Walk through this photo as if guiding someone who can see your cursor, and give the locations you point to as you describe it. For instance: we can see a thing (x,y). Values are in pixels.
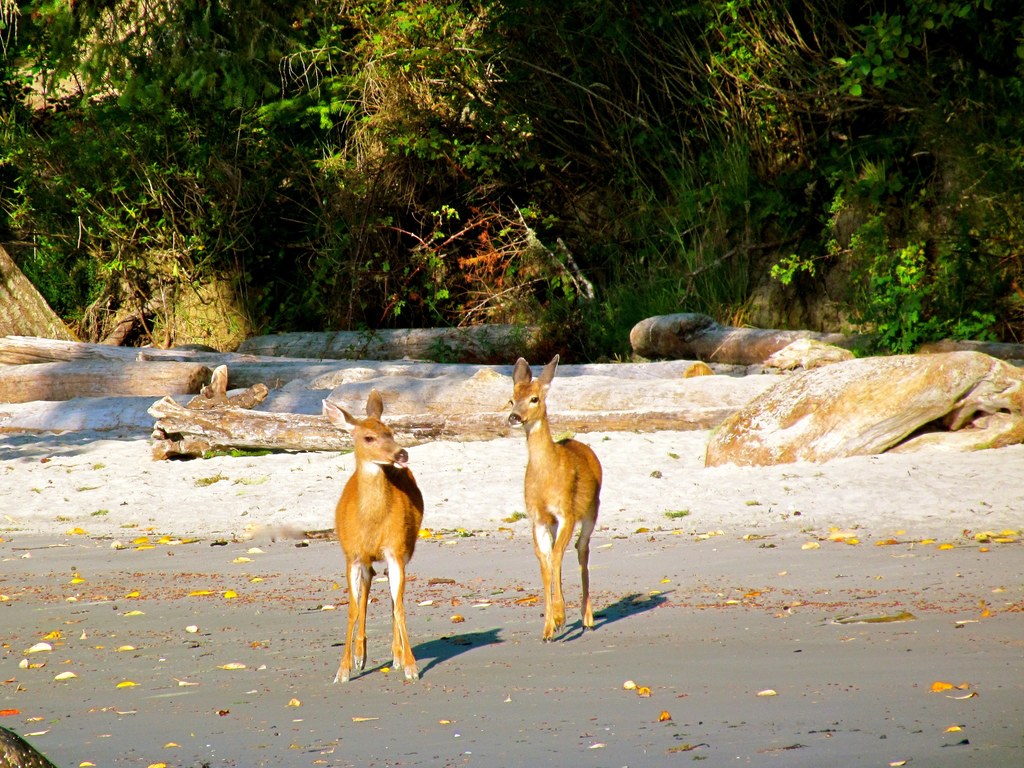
This picture is clicked outside the city. In the center (534,391) we can see the two animals (542,408) standing on the ground (515,634). In the background (769,261) we can see the trees (812,198), plants (282,317) and the some other objects (956,433).
